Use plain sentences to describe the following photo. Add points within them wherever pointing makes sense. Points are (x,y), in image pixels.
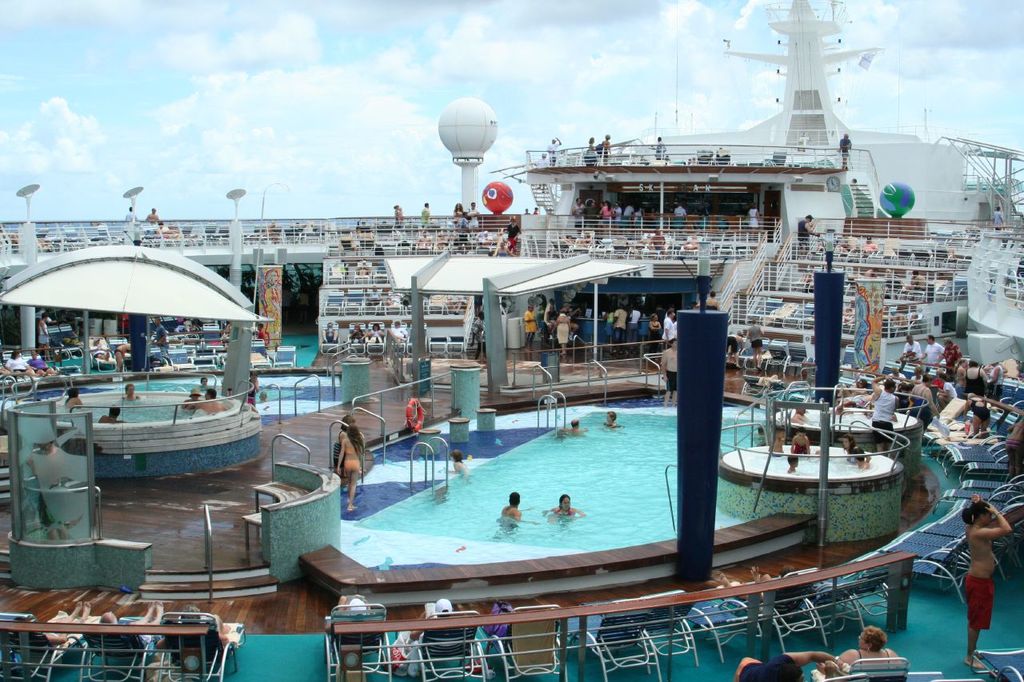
As we can see in the image there are many people (77,400) here and there, water (590,485), balloons (887,203) and on the top (523,193) there is sky (171,36).
